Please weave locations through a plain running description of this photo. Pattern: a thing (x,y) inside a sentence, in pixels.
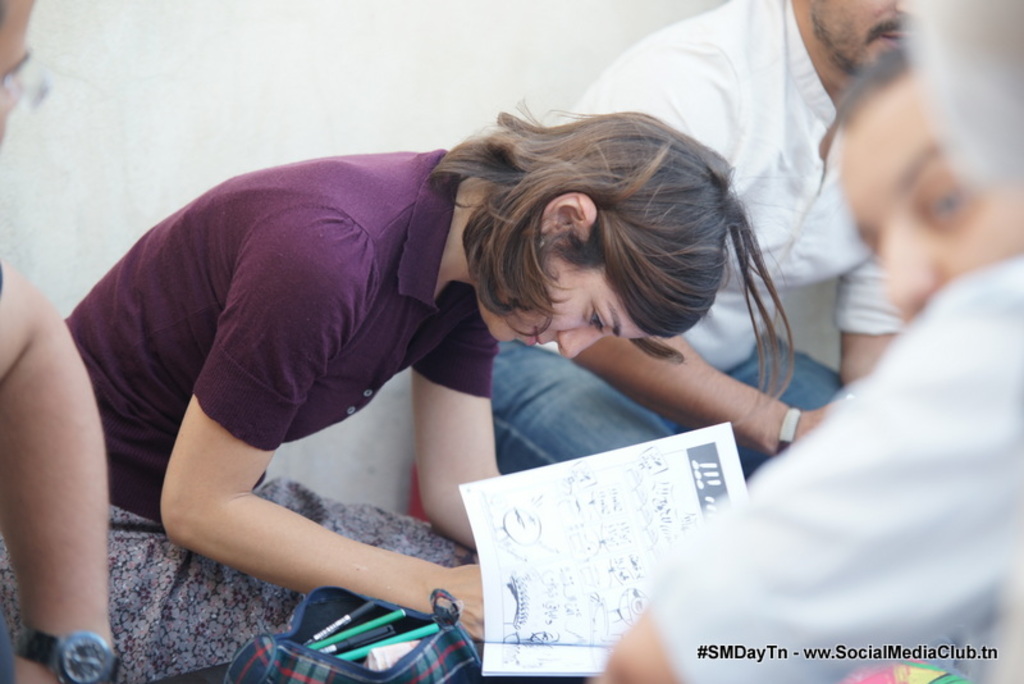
In this image there are some people (914,347) sitting, in the center (435,348) there is one woman (488,333) who is holding some papers (526,544) and it seems that she is writing. Beside her there is one bag (318,618), in the bag (309,650) there are some pens (370,639) and in the background (148,83) there is wall (494,82). At the bottom of the image (995,656) there is some text (851,652).
